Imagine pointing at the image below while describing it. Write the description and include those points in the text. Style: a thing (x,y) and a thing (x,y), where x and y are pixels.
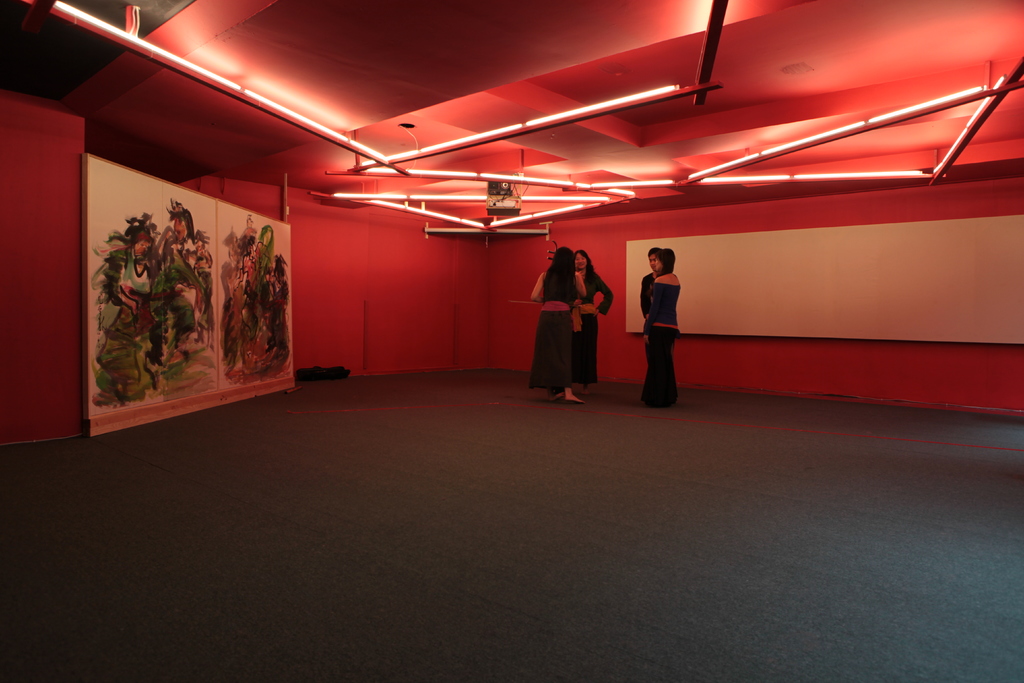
This picture consists of inside view of building (455,13) and there are four persons (569,262) standing in front of the red color wall (605,268), on the wall (302,272) there is a board (170,279) attached, on the board (194,290) there is a painting (220,284), at the top (669,97) there are some lights (856,127) attached to the roof (638,127) of the building (561,169).
